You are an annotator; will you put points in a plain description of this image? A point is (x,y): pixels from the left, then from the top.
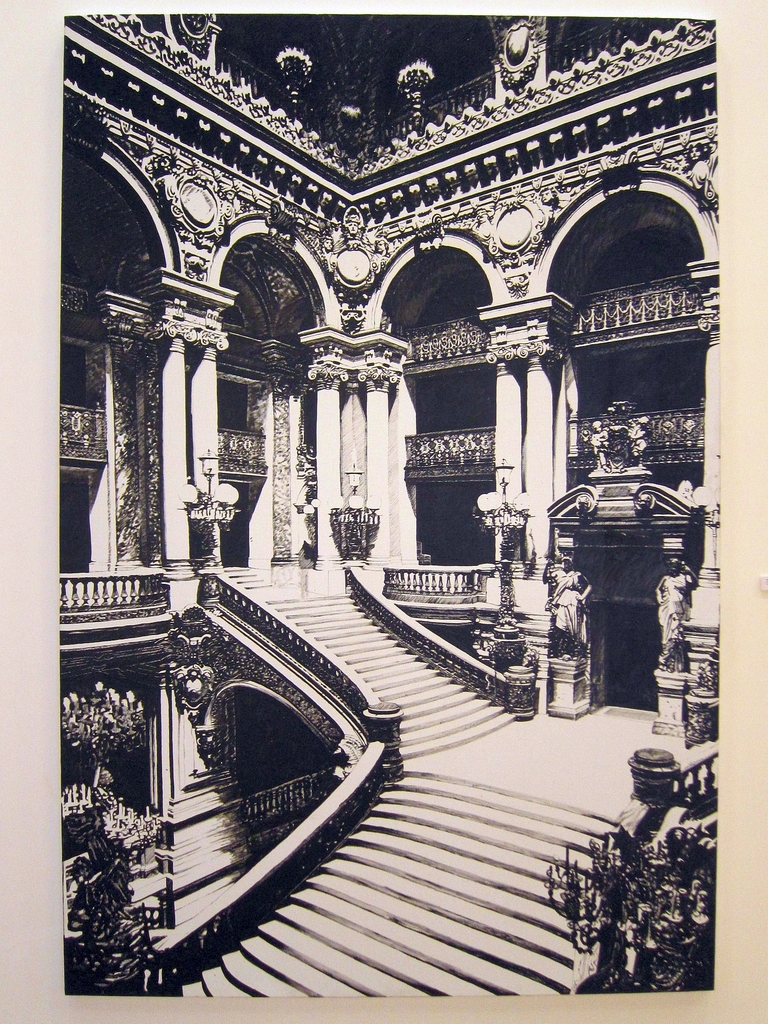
It is a black and white image, in this it is the staircase (334,820). It is an inside part of a building (533,509).
